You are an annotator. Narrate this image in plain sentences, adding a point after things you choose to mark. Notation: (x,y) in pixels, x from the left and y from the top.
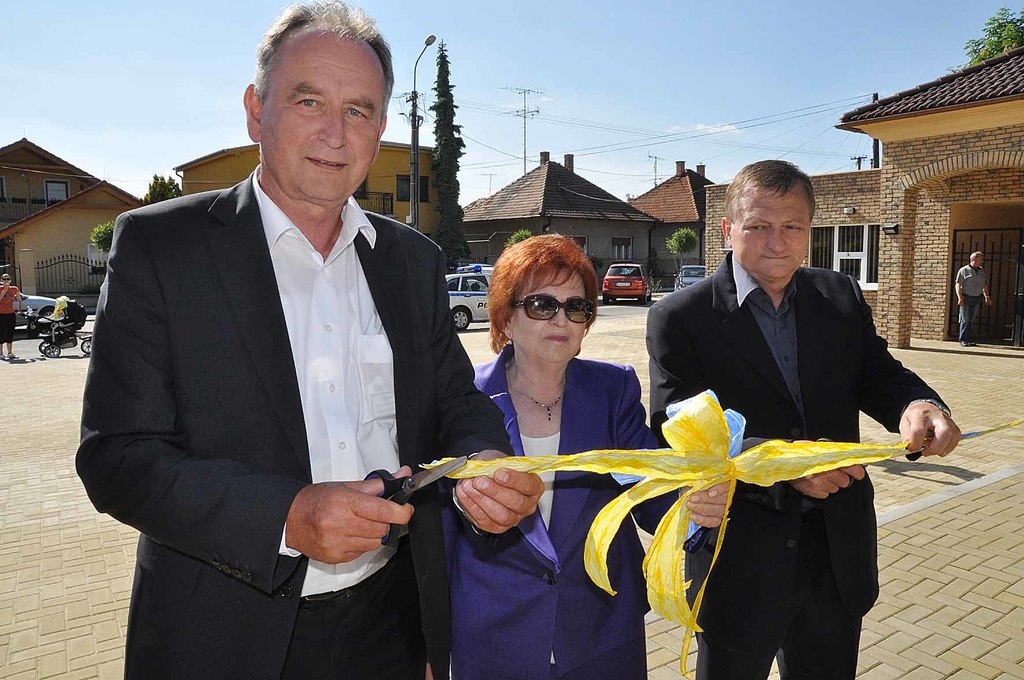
In this image we can see two men (699,581) and one women (568,551) are standing and holding yellow color ribbon (684,475). Men (729,395) are wearing black color coat (196,348) and woman (579,558) is wearing purple color dress (553,594). Background of the image (89,187) buildings (491,208), trees (445,186), electric poles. wires (755,119) and cars (471,285) are there. Left side of the image (1,298) one person (15,310) is standing and holding stroller (55,329).
